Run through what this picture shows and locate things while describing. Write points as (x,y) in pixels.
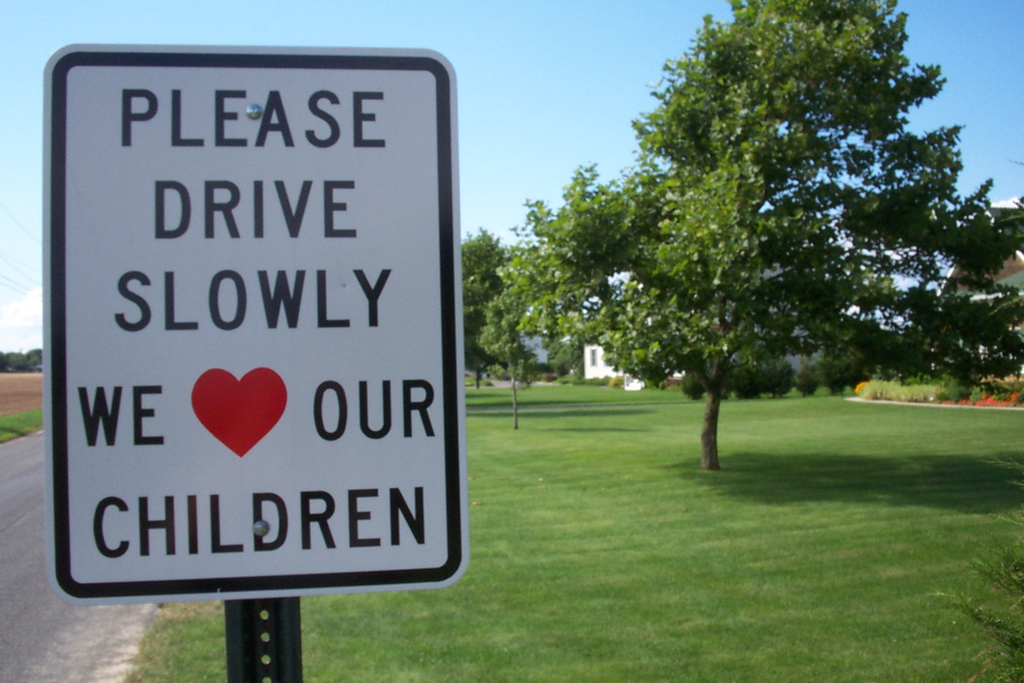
This image is taken outdoors. At the top of the image (52,29) there is a sky (64,38) with clouds (23,304). At the bottom of the image (24,516) there is a road (37,608) and there is a ground (613,524) with grass (851,513) on it. In the background (557,240) there are many trees (640,272) and plants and there is a house (597,345). On the left side of the image (277,260) there is a board (320,385) with a text (294,225) on it.
